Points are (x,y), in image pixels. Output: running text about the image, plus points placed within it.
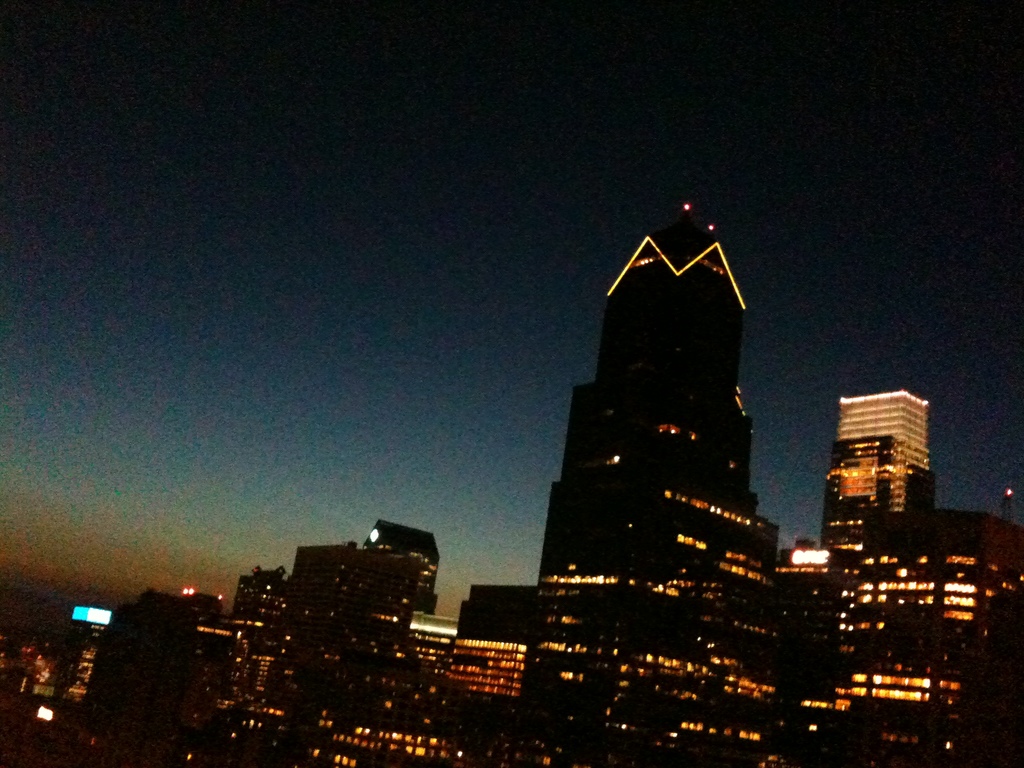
In this image there is the sky (464,168), there are buildings (450,633), there is a building (933,568) truncated towards the right of the image (966,572), there are lights (96,617), there are buildings (471,733) truncated towards the bottom of the image (612,702).
